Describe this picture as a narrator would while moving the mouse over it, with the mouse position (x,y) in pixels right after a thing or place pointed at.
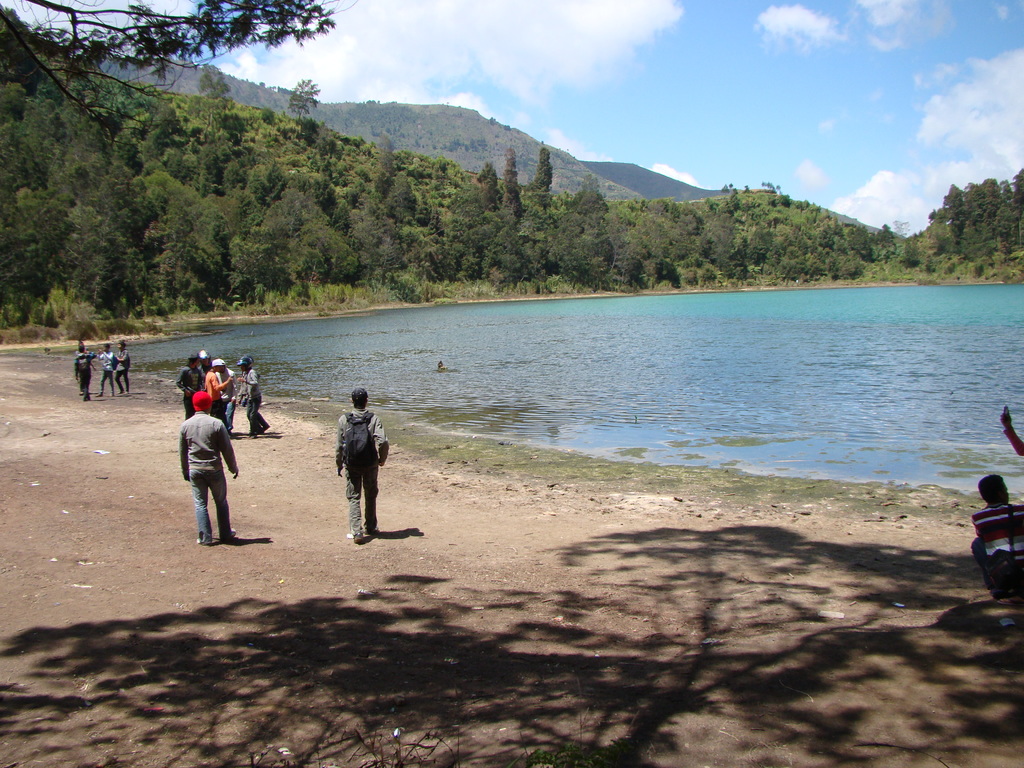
In this image there are people (197,454) standing on a land (676,704), in the background (289,383) there is a pond (966,294) and there are trees (591,248), mountains (626,168) and the sky (648,24).
